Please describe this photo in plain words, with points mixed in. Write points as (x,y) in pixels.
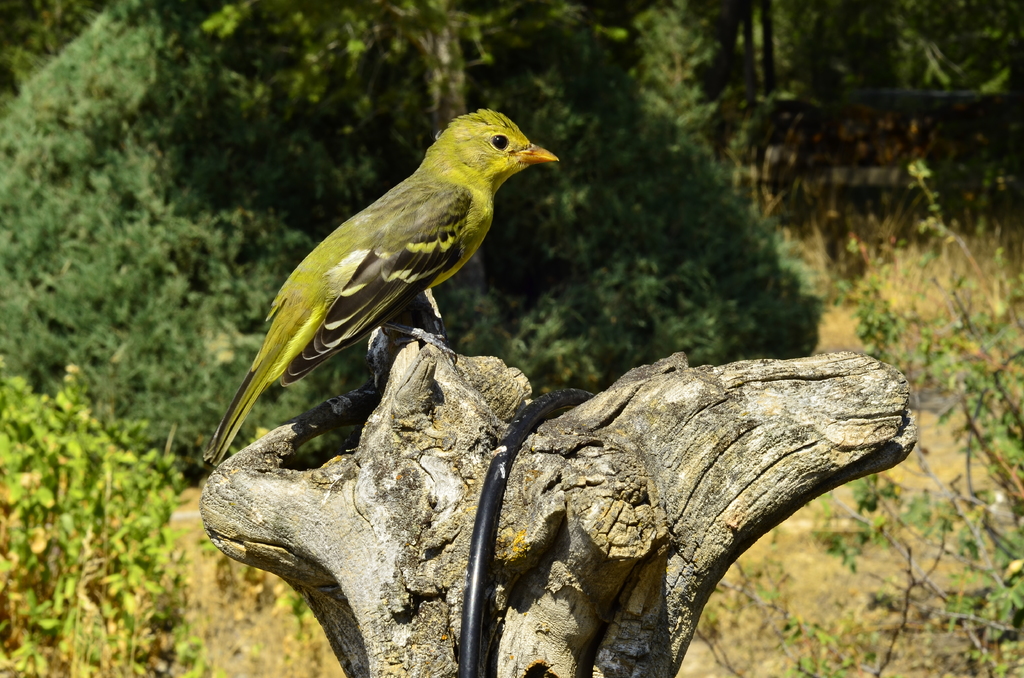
In this picture we can see a bird (408,278) on the wooden trunk (434,425), in the background (685,151) we can find few trees (655,143).
